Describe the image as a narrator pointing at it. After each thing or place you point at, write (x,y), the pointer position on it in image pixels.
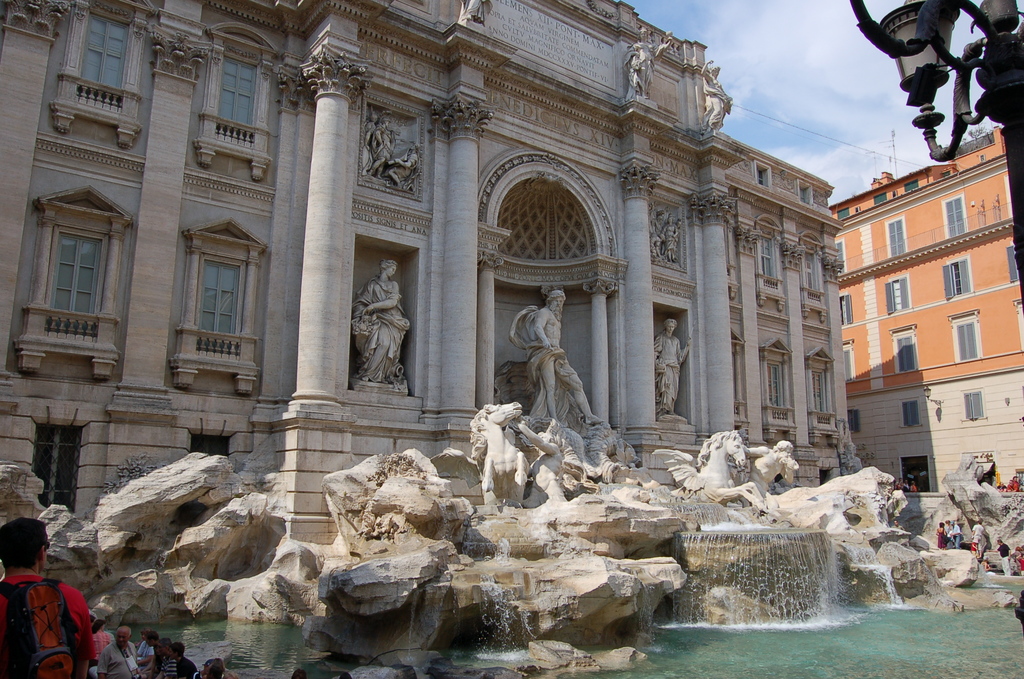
Here in the front (164,93) we can see a monumental building (342,426) present over there and on that we can see statues (406,325) present in the front (512,376) and we can also see windows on the building (799,259) and beside that also we can see buildings (874,330) present with windows (908,420) on it over there and in the front (638,675) we can see rock stones (463,537) and water (806,647) present all over there and in the left side (89,656) we can see number of people (104,643) standing and watching it and on the right side (914,92) we can see a light post (1008,150) present and we can see clouds (825,112) in the sky (788,107).
